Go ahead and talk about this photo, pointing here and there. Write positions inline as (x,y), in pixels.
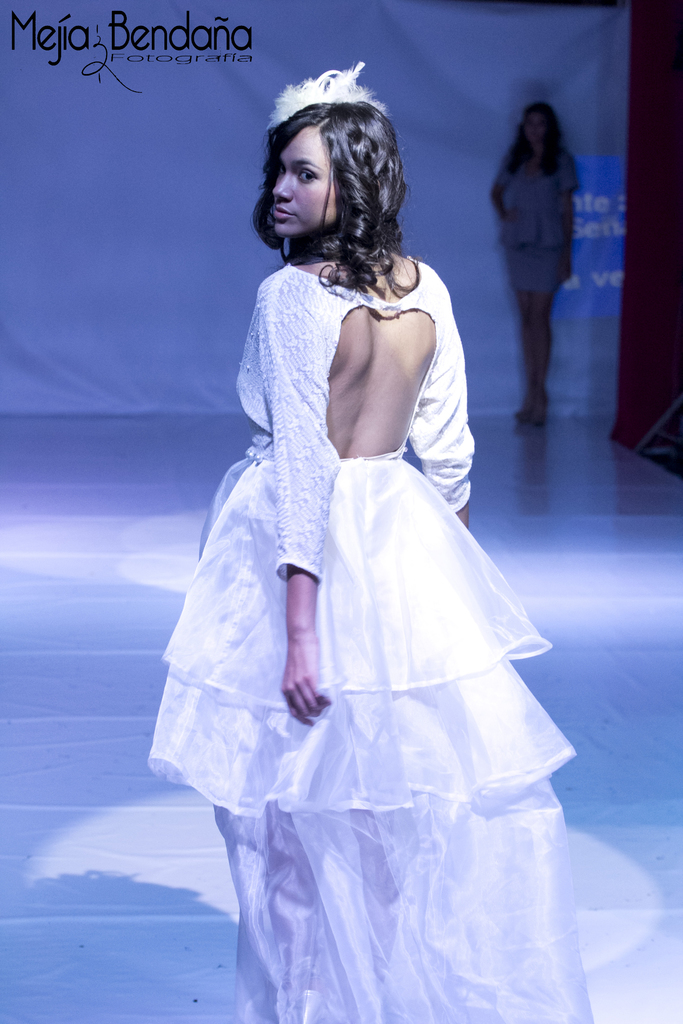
In this picture I can see two persons (284,759) standing, and in the background (116,179) there is a banner (229,313) and there is a watermark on the image.
